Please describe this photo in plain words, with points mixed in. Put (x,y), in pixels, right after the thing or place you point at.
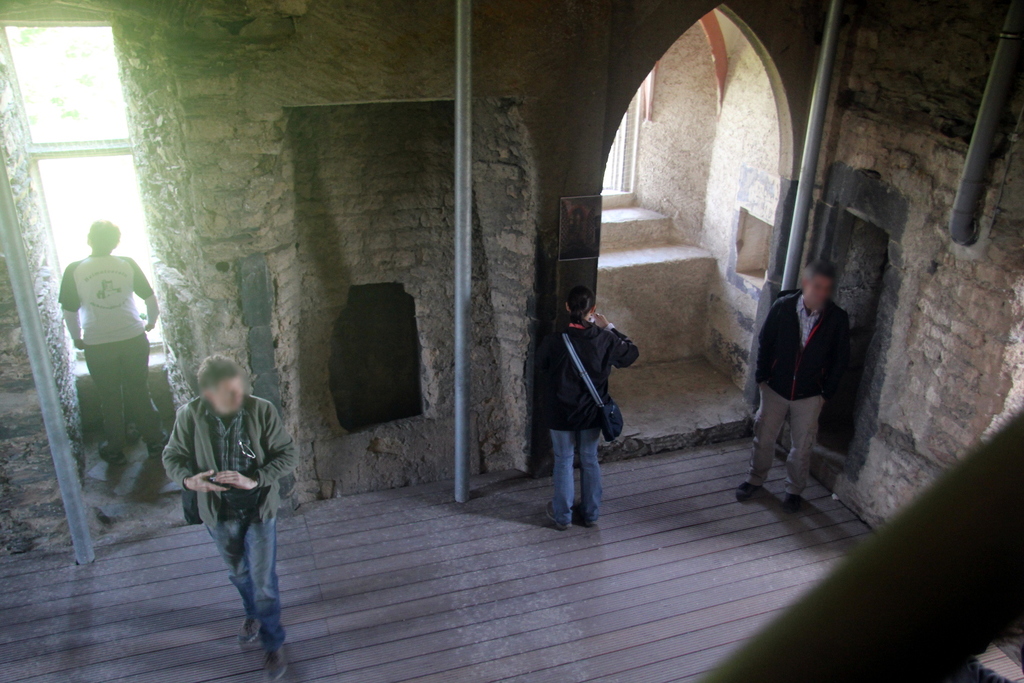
The picture is taken inside a room (655,682) where at the right corner (791,451) one man (781,413) is standing in black shirt (835,374) and pants (810,416) and one woman (603,337) is standing in black shirt (575,368) and wearing a bag (608,418). In the middle (463,244) there is one pole (461,204) coming to the left corner (110,351) one person (152,415) is standing in front of the window (133,173) wearing a white shirt (126,309) and another man (199,462) is walking in the room (207,560) and wearing green coat (276,440) and at the right corner (686,247) there is a window (628,193) with stairs (704,301) followed from it.
